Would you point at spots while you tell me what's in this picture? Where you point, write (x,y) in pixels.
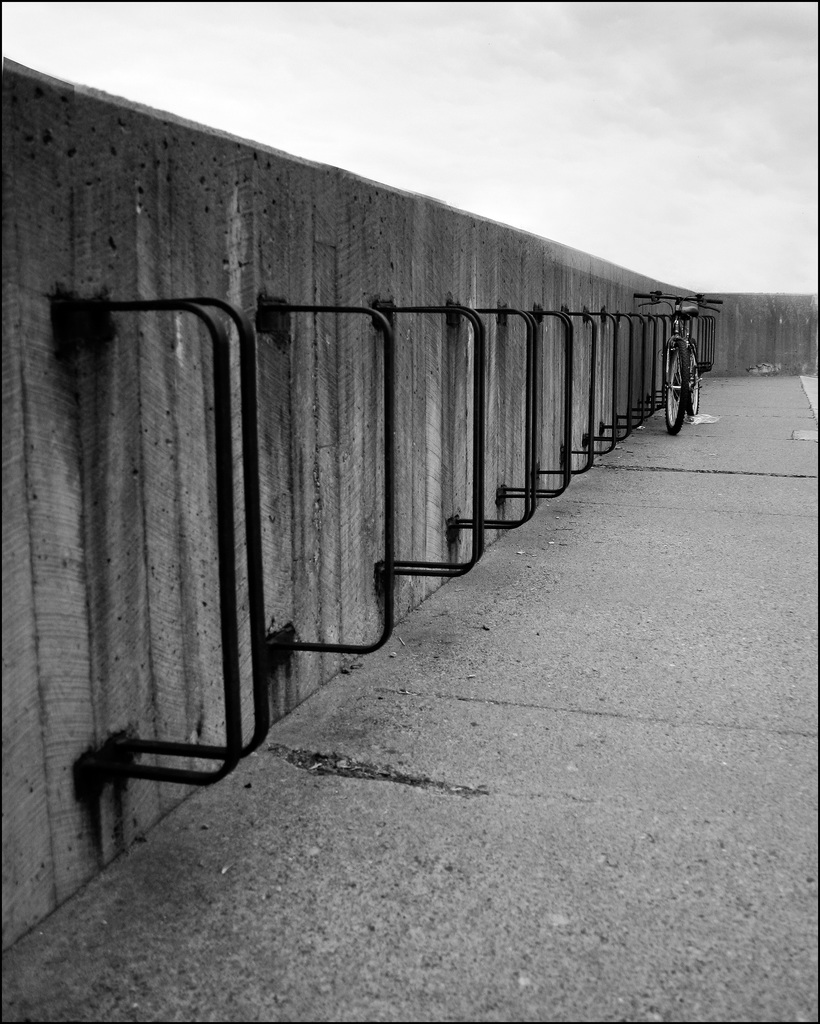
There is a black and white image. In this image, there is a cycle (688,317) beside the wall (512,351). There is a sky (497,104) at the top of the image (485,37).
